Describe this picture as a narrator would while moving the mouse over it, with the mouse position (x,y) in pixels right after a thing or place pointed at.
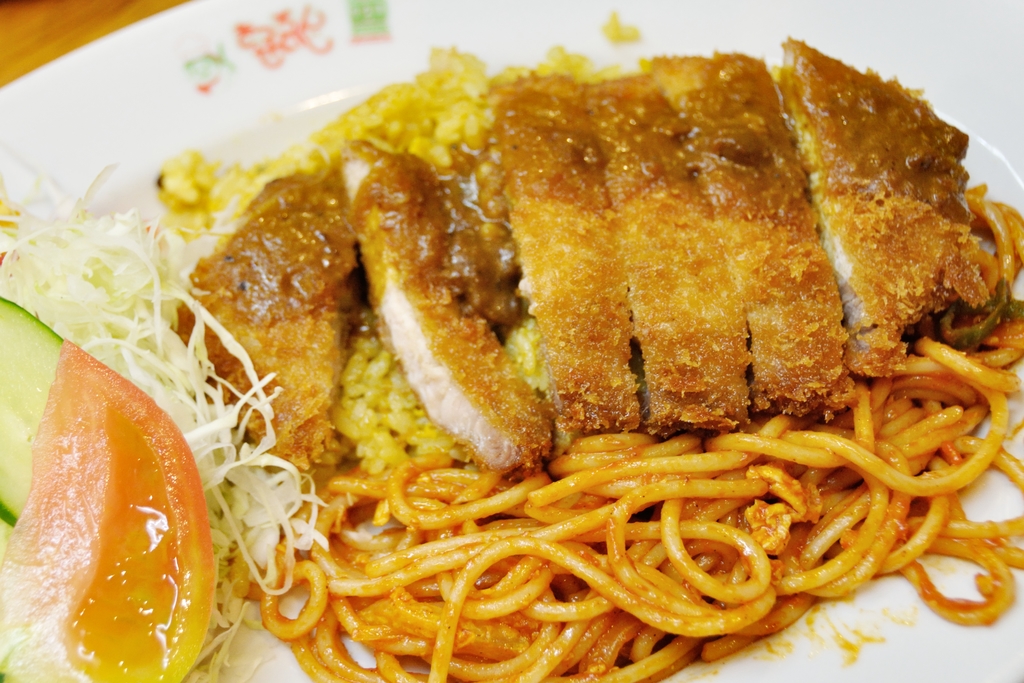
In this picture there is a plate (713,11) in the center of the image (535,401) which contains chowmein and salad (130,388) in it.
